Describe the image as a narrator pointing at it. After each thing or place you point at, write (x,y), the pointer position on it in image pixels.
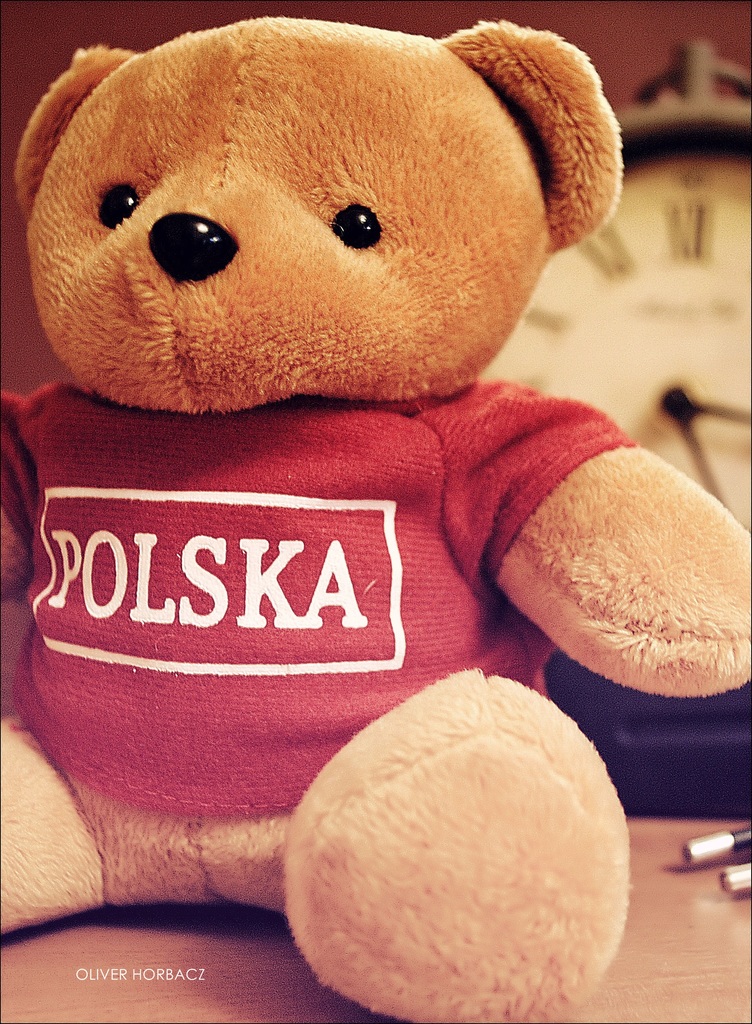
This brown teddy (569,740) is highlighted in this picture. This brown teddy (300,705) wore red t-shirt (273,649). Far there is a clock (645,300).
